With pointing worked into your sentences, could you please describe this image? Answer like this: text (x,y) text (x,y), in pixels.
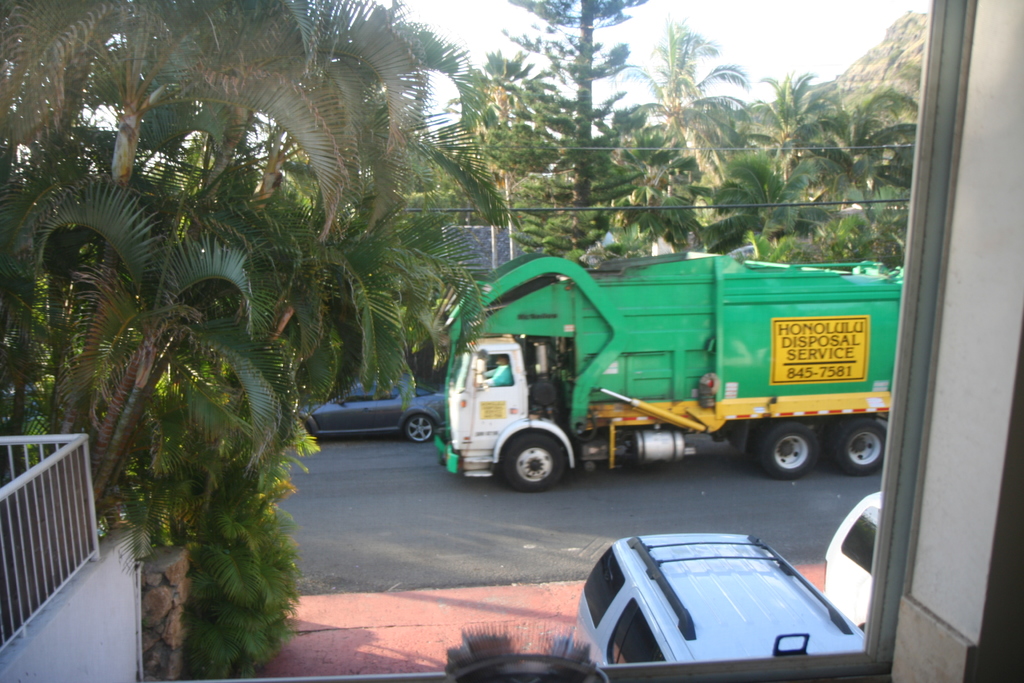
In this image I can see the railing (20,478), few vehicles (712,574) which are white in color on the ground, the road (500,547), a truck (468,452) and a car (403,414) on the road (448,504) and in the background (694,142) I can see few trees (653,181), few wires (579,148), a mountain (857,69) and the sky (759,71). To the right side of the image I can see the white colored wall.
